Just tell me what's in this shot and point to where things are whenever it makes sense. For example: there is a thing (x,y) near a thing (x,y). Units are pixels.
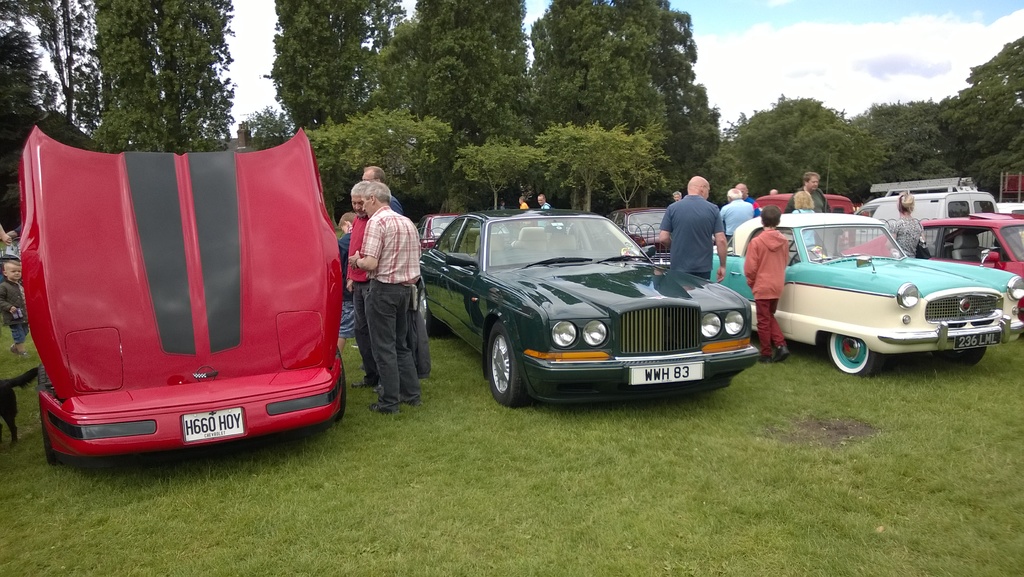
This is an outside view. At the bottom (393,496), I can see the grass (345,527) on the ground (707,464). In the middle of the image (399,324) there are few cars (313,381) and few people (396,236) are standing. In the background (168,100) there are many trees (877,115). At the top of the image (782,30) I can see the sky (825,49) and clouds (771,56).
